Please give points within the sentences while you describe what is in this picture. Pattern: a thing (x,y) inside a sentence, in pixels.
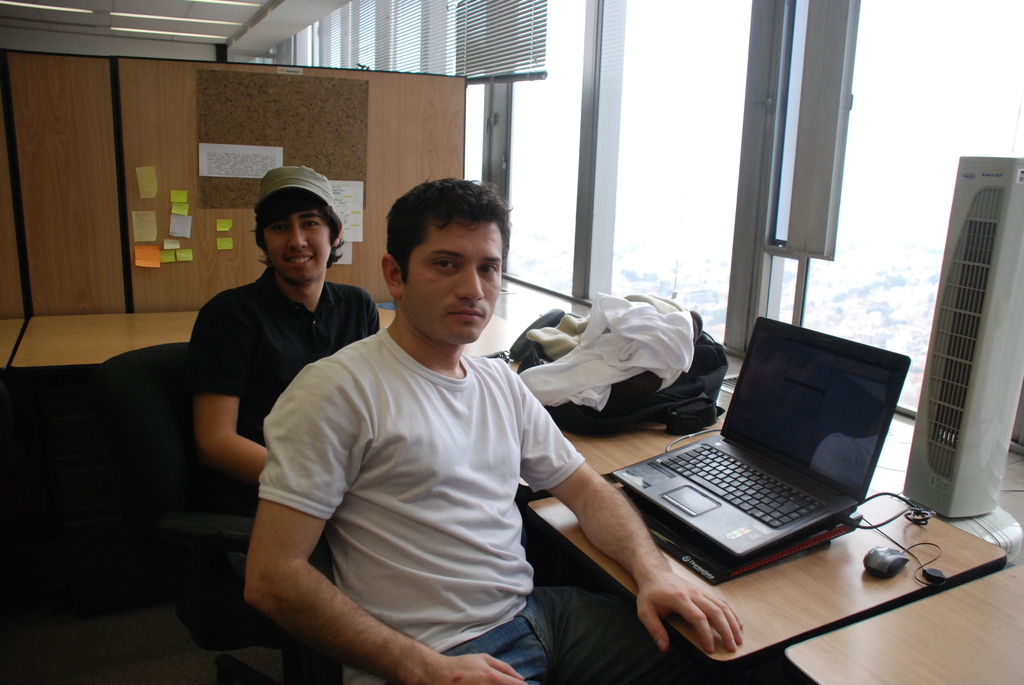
In this picture these two persons (288,594) sitting on the chair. This person (266,207) wear cap (287,169). We can see tables (87,333). On the table (616,447) we can see laptop (686,524), mouse.,cable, cloth (669,368), bag (657,396). This is glass window (663,76). On the background (227,135) we can see papers (173,222), wall (204,228).
